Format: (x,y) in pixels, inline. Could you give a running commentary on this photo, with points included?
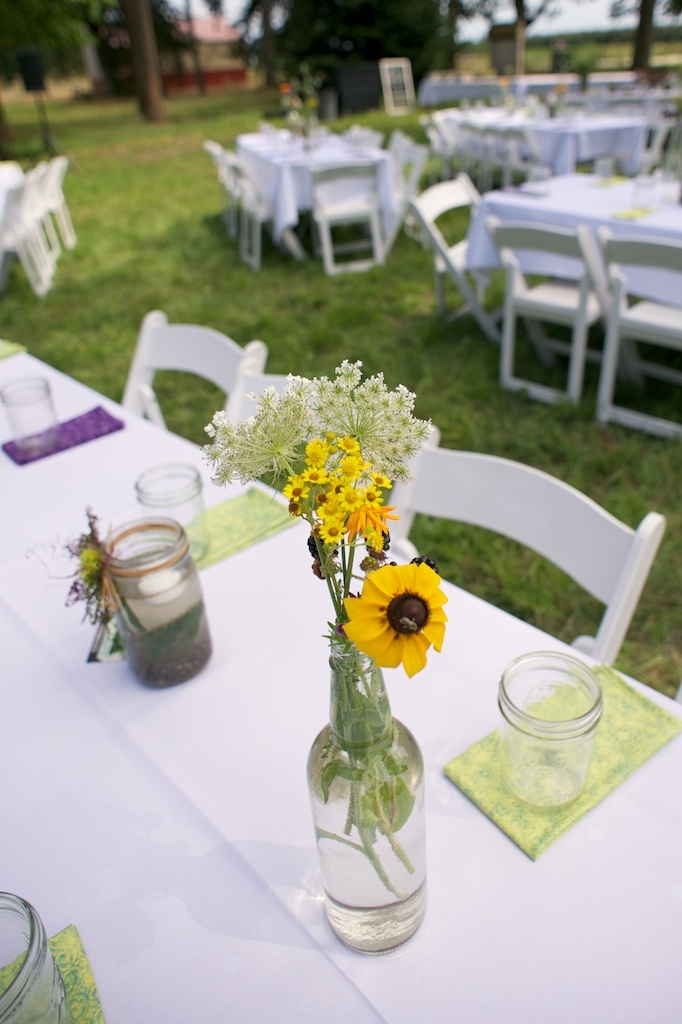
The image is clicked outside in the garden (411,261). I think tables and chairs (226,350) are arranged for the dining. On every dining table (203,466) there are some jars (163,636), glasses (510,795) and flower vase (348,877). In the background (268,29) there is a house (206,83) and some trees (150,83).
